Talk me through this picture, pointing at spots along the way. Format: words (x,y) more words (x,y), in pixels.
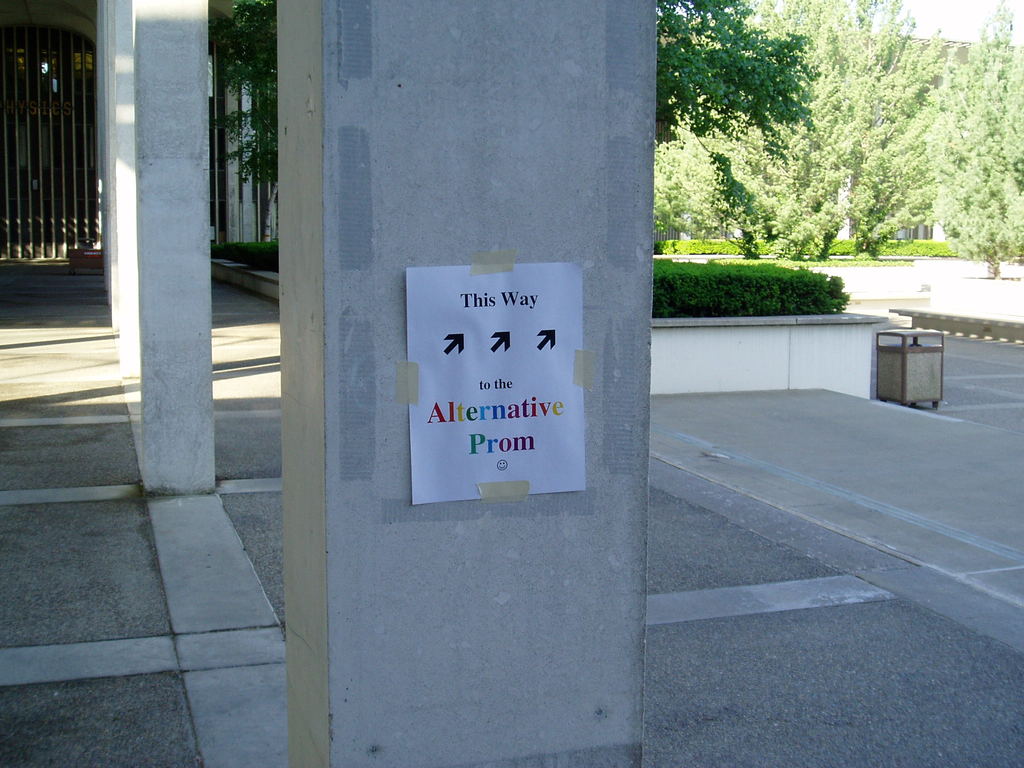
In this image, we can see some pillars (590,539), trees (866,160), plants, poles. We can see the ground (962,355) with some objects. We can also see the sky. We can see a poster (471,364) with some text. We can also see some grass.
